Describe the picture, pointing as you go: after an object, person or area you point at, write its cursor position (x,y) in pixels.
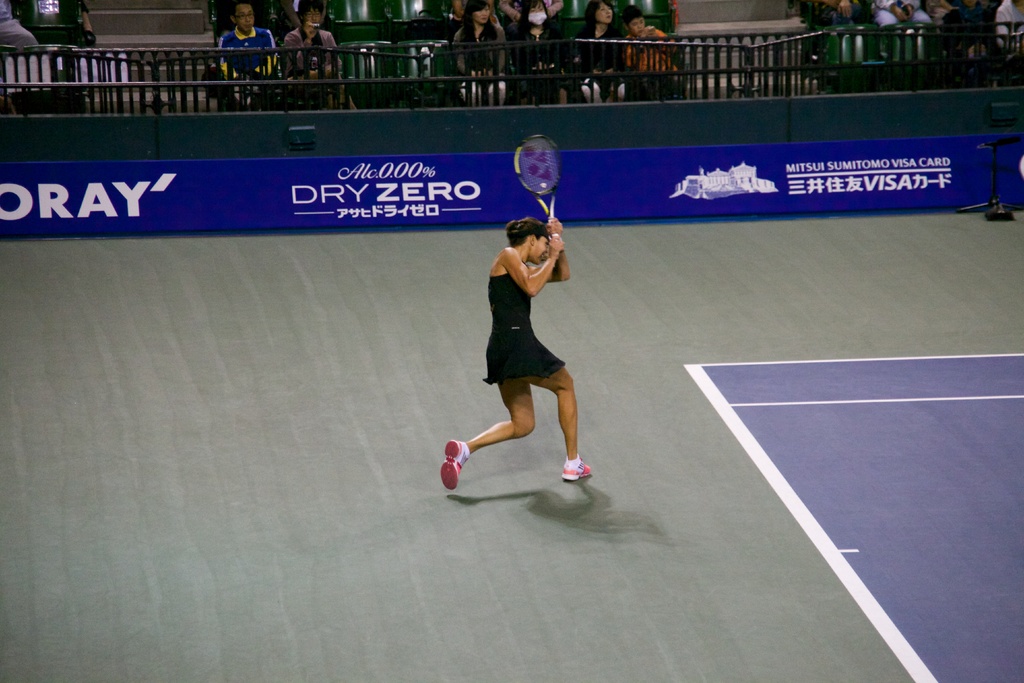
This picture is clicked inside a stadium (200,428). There is a woman (527,332) playing tennis. She is holding a racket (543,176) in her hand (557,237). Behind her there is a board (396,201) with text (357,199) on it. In the background (433,12) there are people (527,14) sitting on chairs (379,22) and there is railing (441,78) in front of them.
